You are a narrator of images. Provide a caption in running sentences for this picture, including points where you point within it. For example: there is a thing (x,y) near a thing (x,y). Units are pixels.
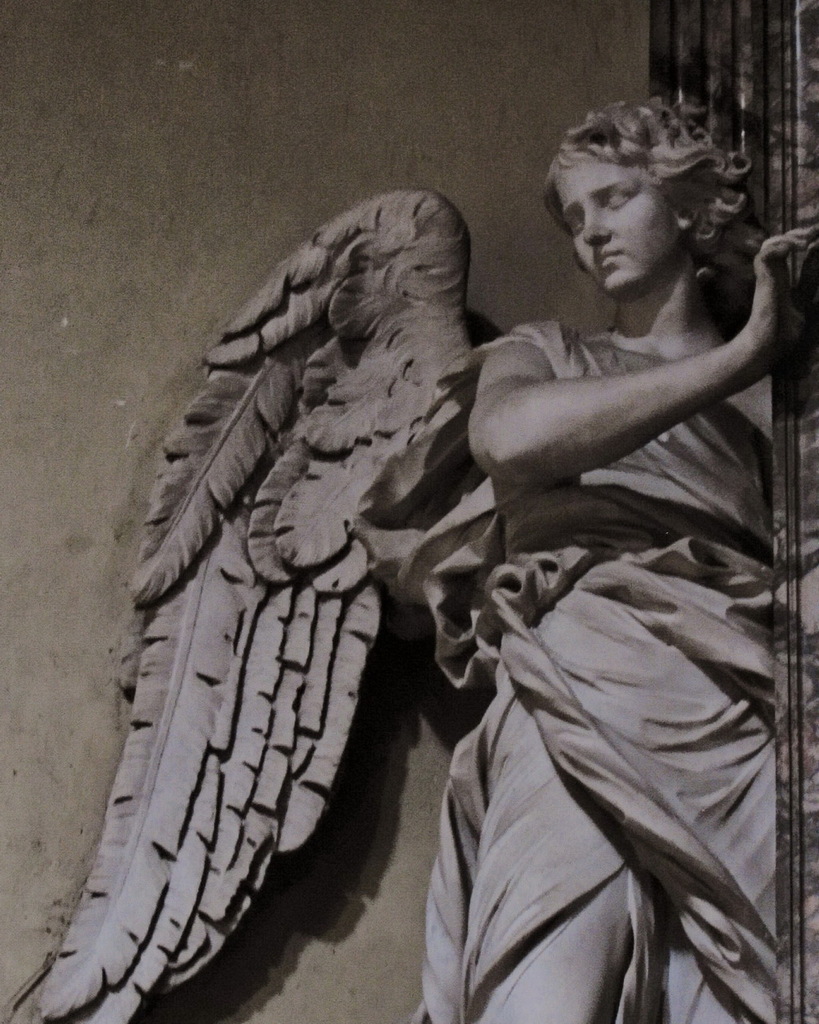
In this image we can see a statue (426,555), wall (293,128) and an object (781,97) on the right side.
